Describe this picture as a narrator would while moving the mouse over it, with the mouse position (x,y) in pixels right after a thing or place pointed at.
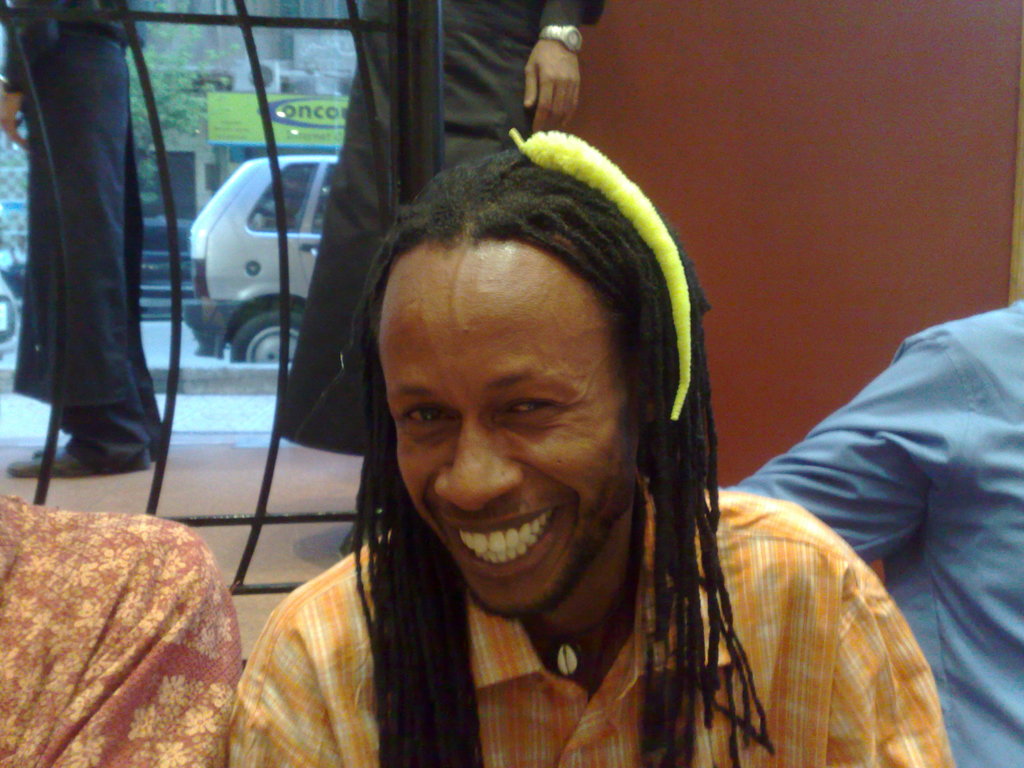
In this picture I can see there is a man (905,726) sitting and is smiling, he is wearing a shirt (317,647) and there is a person (787,481) sitting here at right (989,551) and there is another person (79,652) at left (80,636). In the backdrop (463,100) there is a gate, few people (68,81) standing and there is a vehicle (217,247) and a plant (163,118) visible.
